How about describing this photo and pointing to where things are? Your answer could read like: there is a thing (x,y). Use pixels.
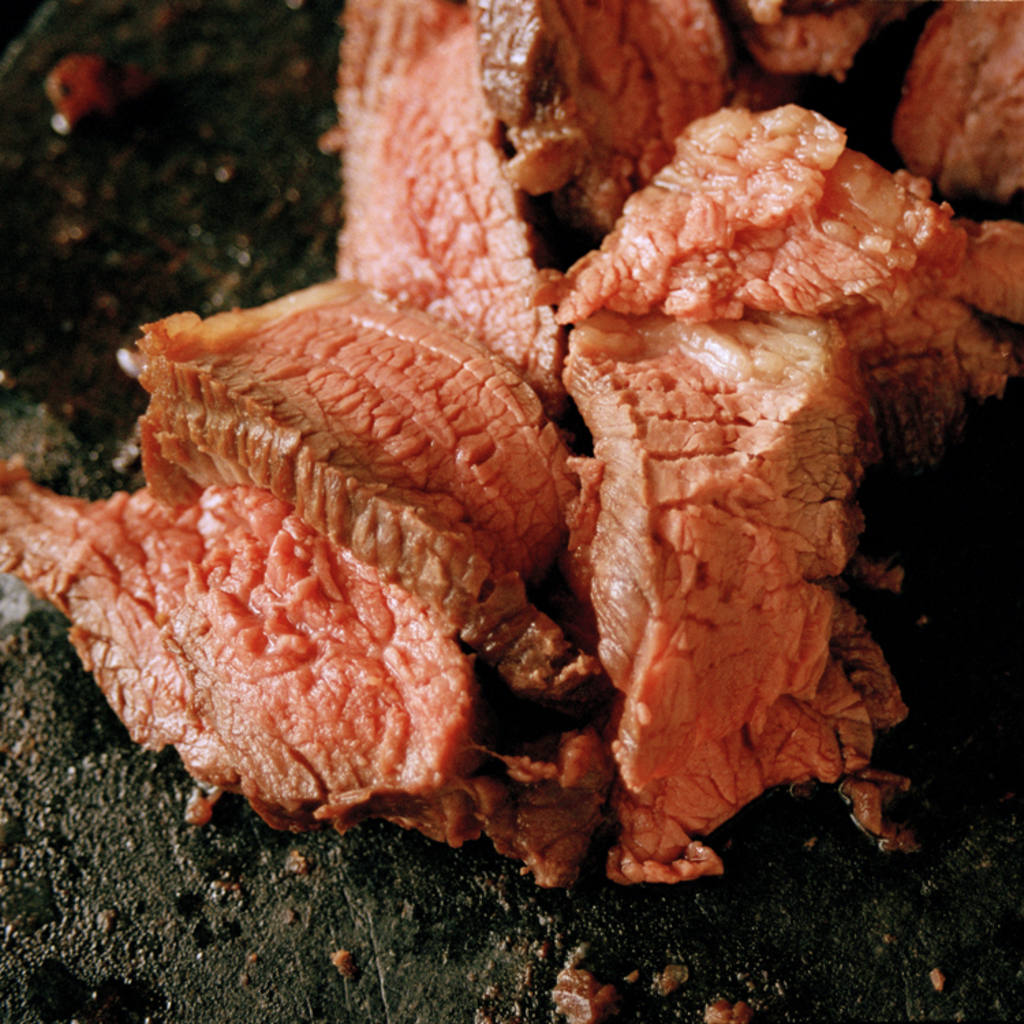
This image consists of flesh (449,802) in red color is kept on the ground (272,943).
